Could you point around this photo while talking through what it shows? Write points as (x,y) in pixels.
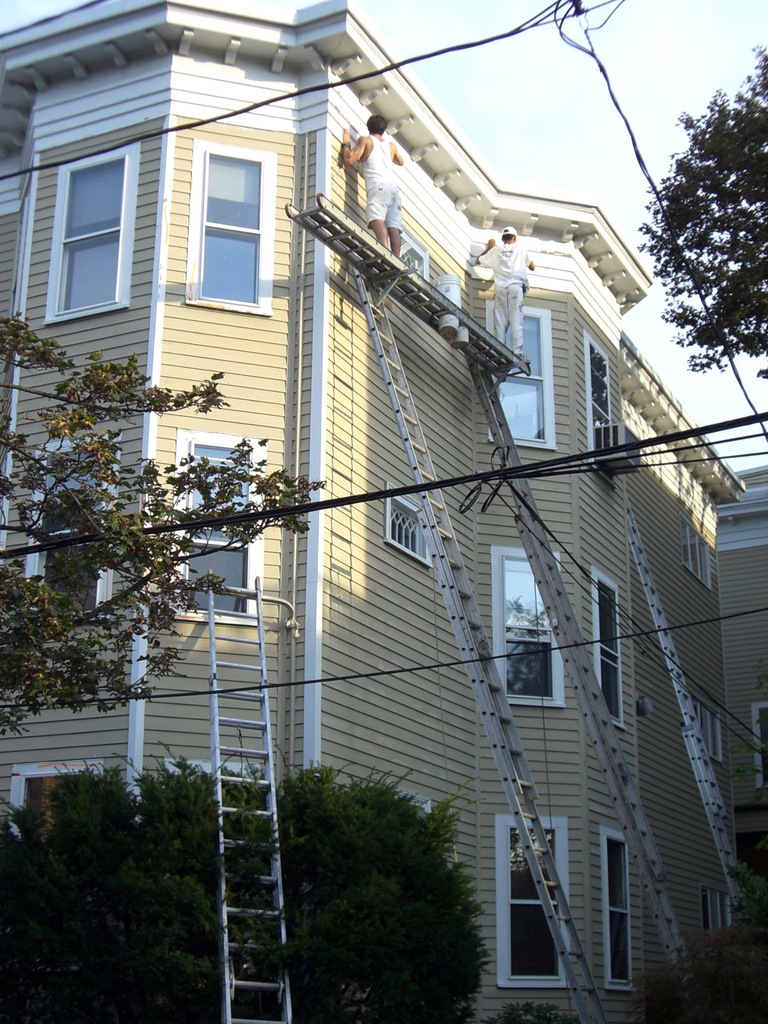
In this image I can see a building (633,302) in cream color, I can also see two persons (377,225) standing on the ladder (553,603) and they are wearing white color dress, background (465,31) I can see trees (148,973) in green color and the sky (471,66) is in white color.
